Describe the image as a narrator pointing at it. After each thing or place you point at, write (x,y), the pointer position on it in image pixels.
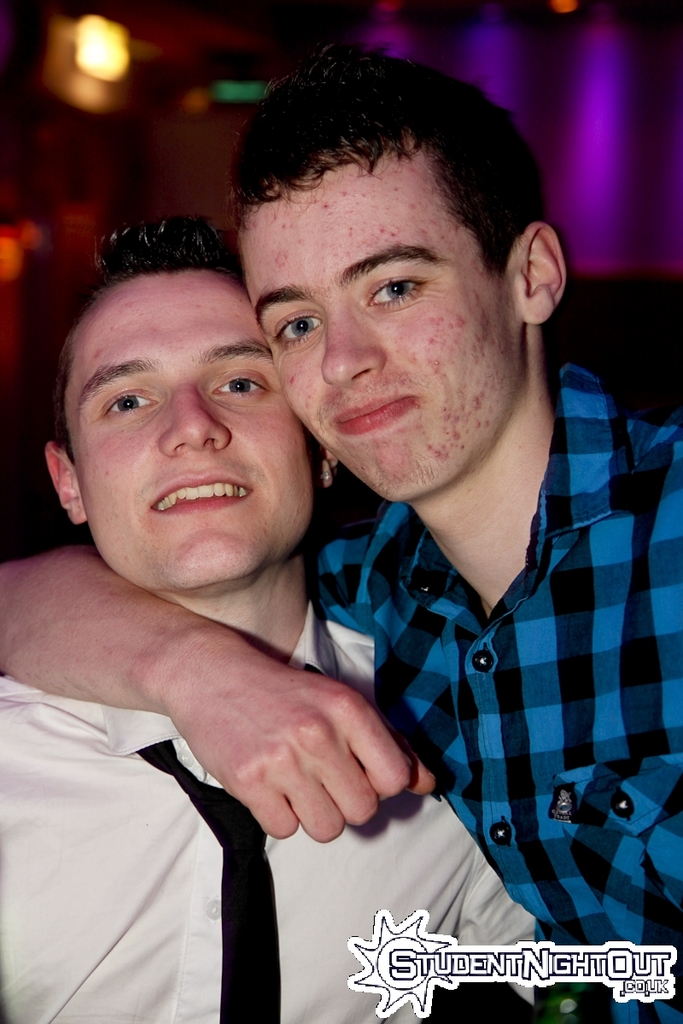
This image consists of two men (304,735). On the right (575,684), the man (547,701) is wearing a blue shirt (585,840). On the left (225,950), the man (267,964) is wearing a white shirt (309,959) and a black tie (275,954). In the background (509,52), there are lights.
